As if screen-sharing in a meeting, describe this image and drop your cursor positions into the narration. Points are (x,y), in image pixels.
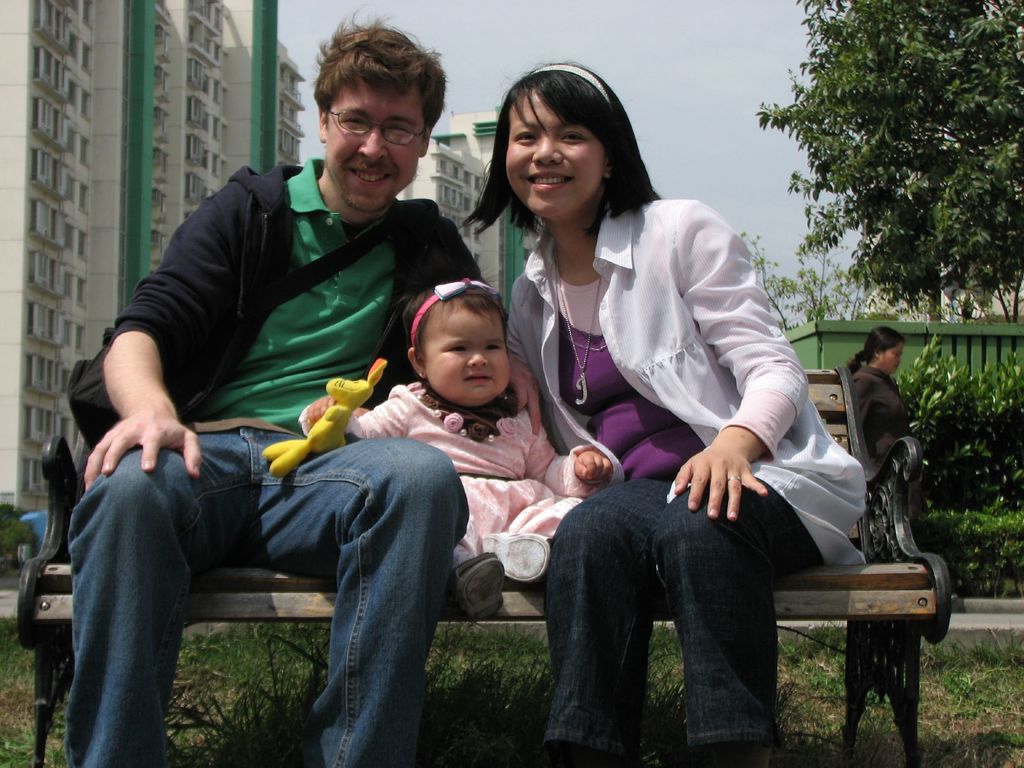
There is one man (350,369), a child (424,379) and a woman (624,380) sitting on a bench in the middle of this image (610,307). There are buildings (511,246) and trees (893,293) in the background (940,313). There is one woman (899,410) standing on the right side of this image (884,405). We can see a sky (524,39) at the top of this image (544,34).
